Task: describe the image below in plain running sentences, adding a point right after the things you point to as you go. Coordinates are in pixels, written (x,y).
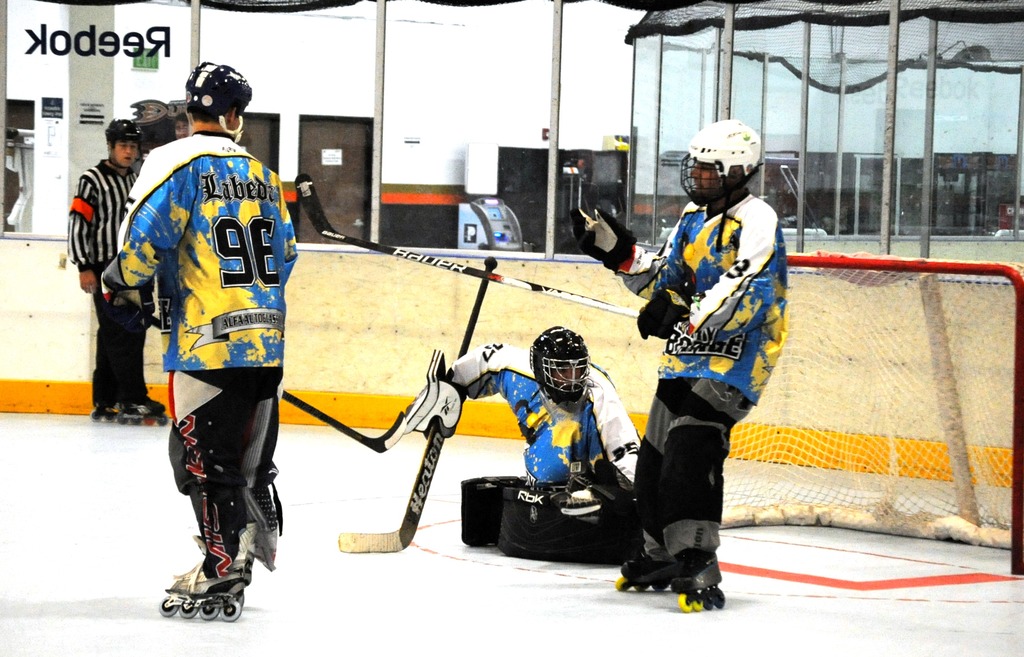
There are people (208,314) wore helmets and these three people (447,416) holding sticks (434,458) and we can see net (861,347) and wall (451,83).
